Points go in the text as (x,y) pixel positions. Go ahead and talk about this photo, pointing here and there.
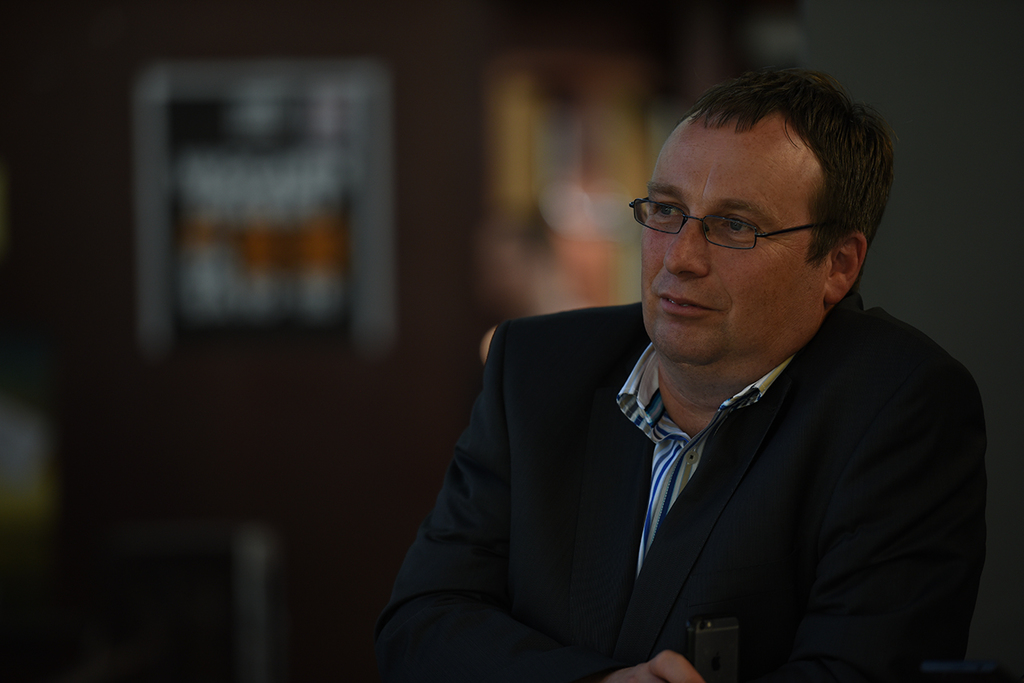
In this picture we can see a man (479,577) wore a blazer (584,437), spectacles (809,227) and in the background (475,316) it is blur.
